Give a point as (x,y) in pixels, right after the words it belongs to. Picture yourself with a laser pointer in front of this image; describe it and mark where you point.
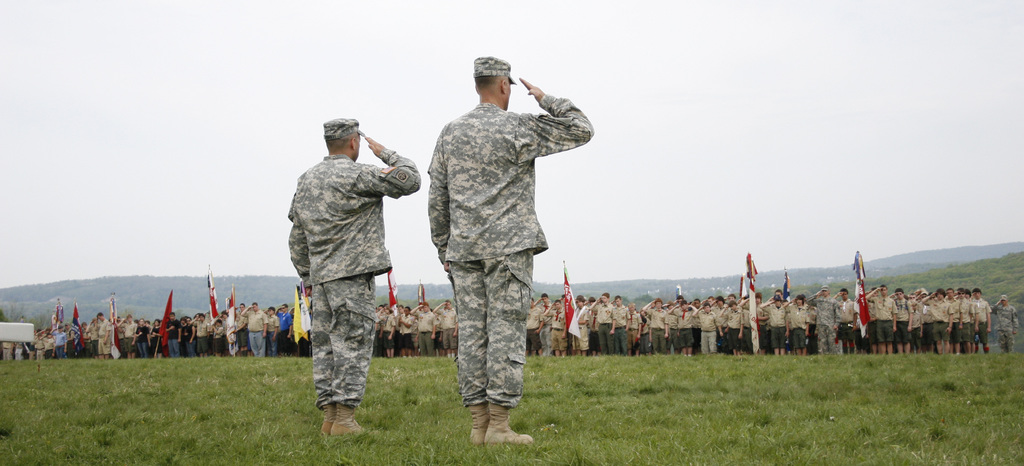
As we can see in the image there is a clear land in front (330,233) there are two army people (481,216), army men (382,226) are standing and they are saluting in front of the army men (471,226) there is a big gathering of the men (963,320) and they are saluting. The ground (173,381) is covered with grass (403,367) and the gathering (266,321) is holding the flags (859,297) in their hands (399,318).
